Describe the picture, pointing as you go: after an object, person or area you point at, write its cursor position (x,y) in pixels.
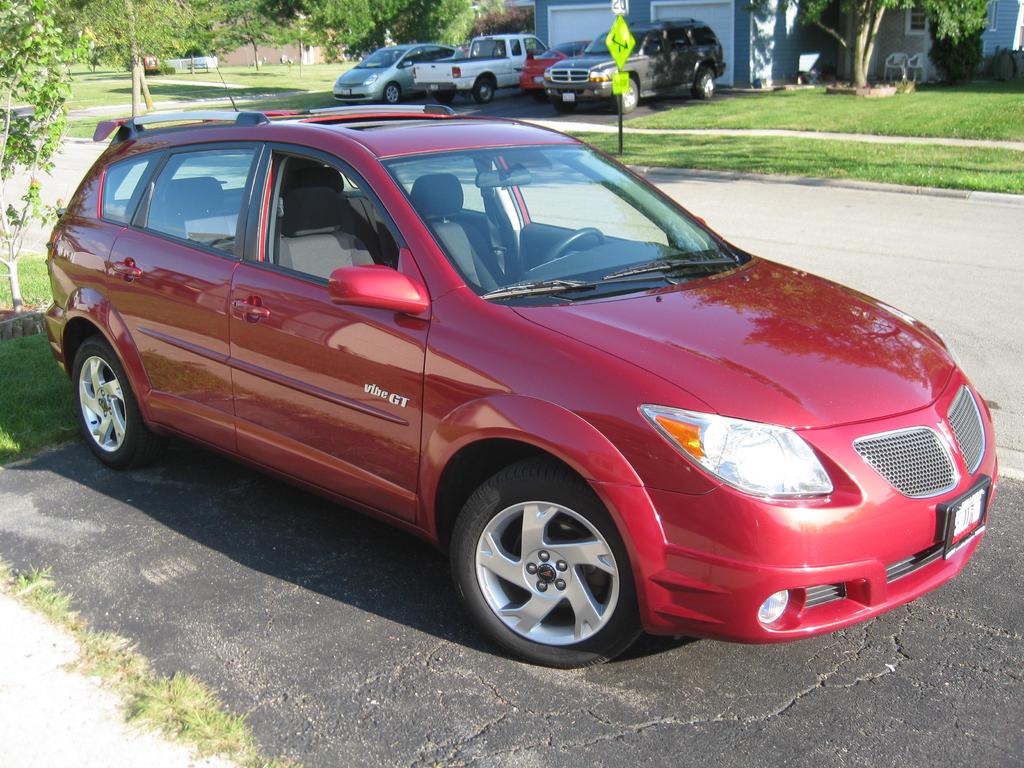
In this picture we can see car (683,514), grass (234,747), plant (19,284), boards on pole (618,134) and road (994,216). In the background of the image (579,15) we can see trees (956,73), house (790,60), vehicles (556,68).
